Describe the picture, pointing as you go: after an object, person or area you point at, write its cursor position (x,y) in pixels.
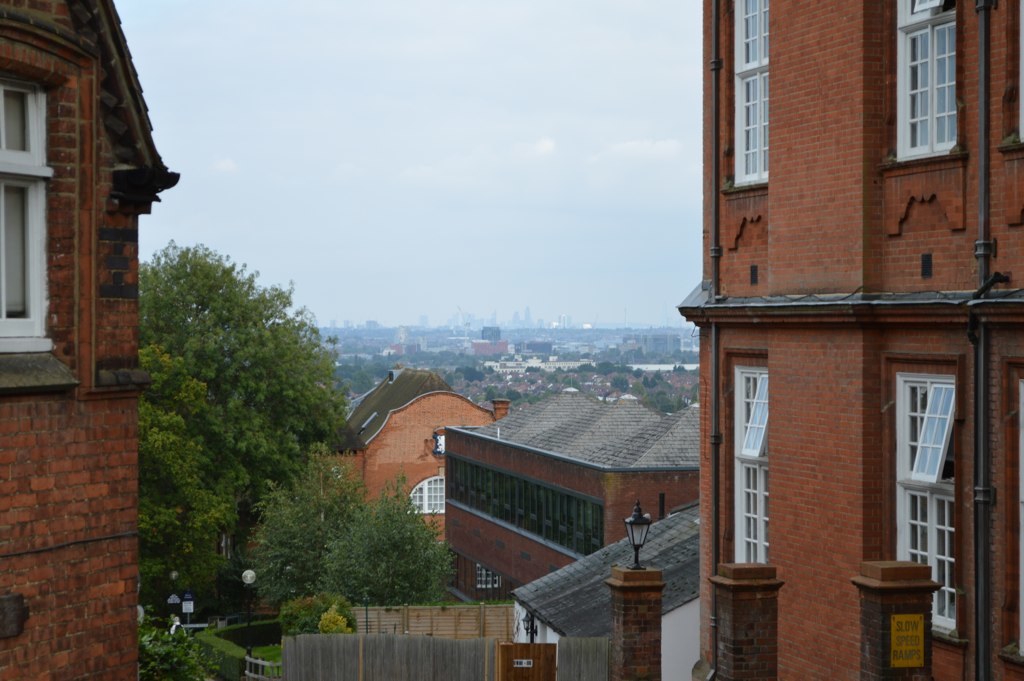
In this image we can see buildings (587,467), trees (266,466), poles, street lights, bushes (332,623), pillars (630,612), windows (738,412) and sky (461,112).
